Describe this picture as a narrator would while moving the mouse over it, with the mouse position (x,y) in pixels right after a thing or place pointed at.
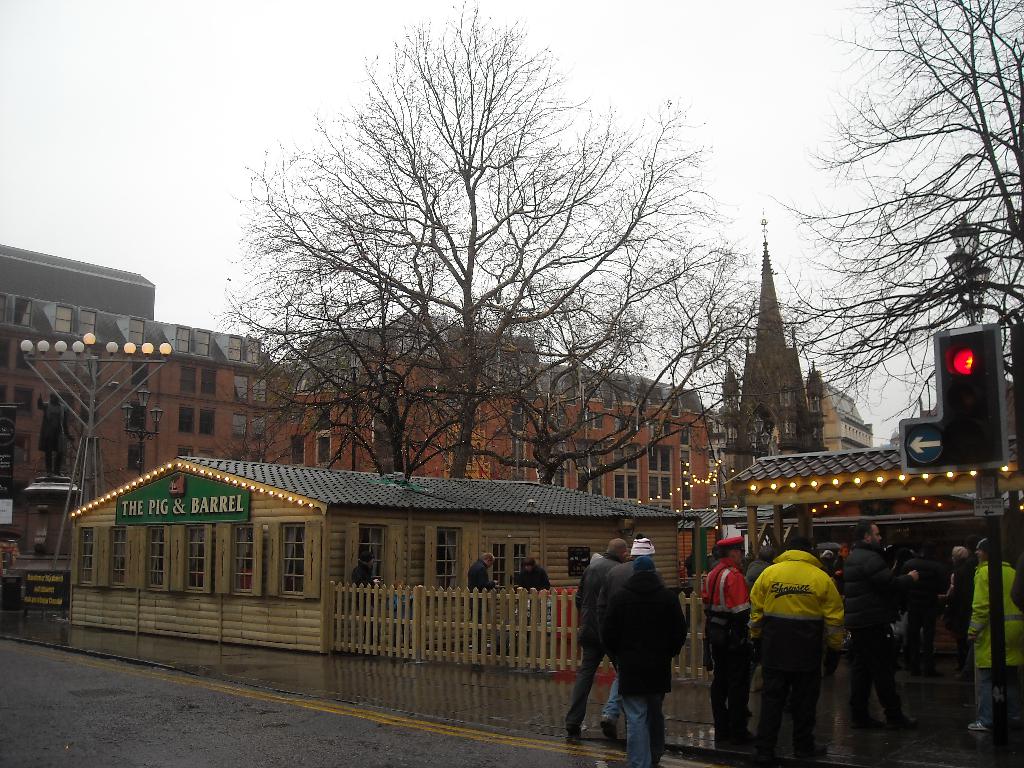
Here in this picture we can see shops (394,527) present in the front (183,542) and behind them we can see buildings (345,448) present all over there and we can see trees (476,388) present here and there and we can see lamp posts (93,342) and traffic signal lights (963,417) on poles (1001,588) here and there and we can see sign boards (928,431) also present here and there and we can see people (644,642) standing and walking on the road (697,720) here and there.
